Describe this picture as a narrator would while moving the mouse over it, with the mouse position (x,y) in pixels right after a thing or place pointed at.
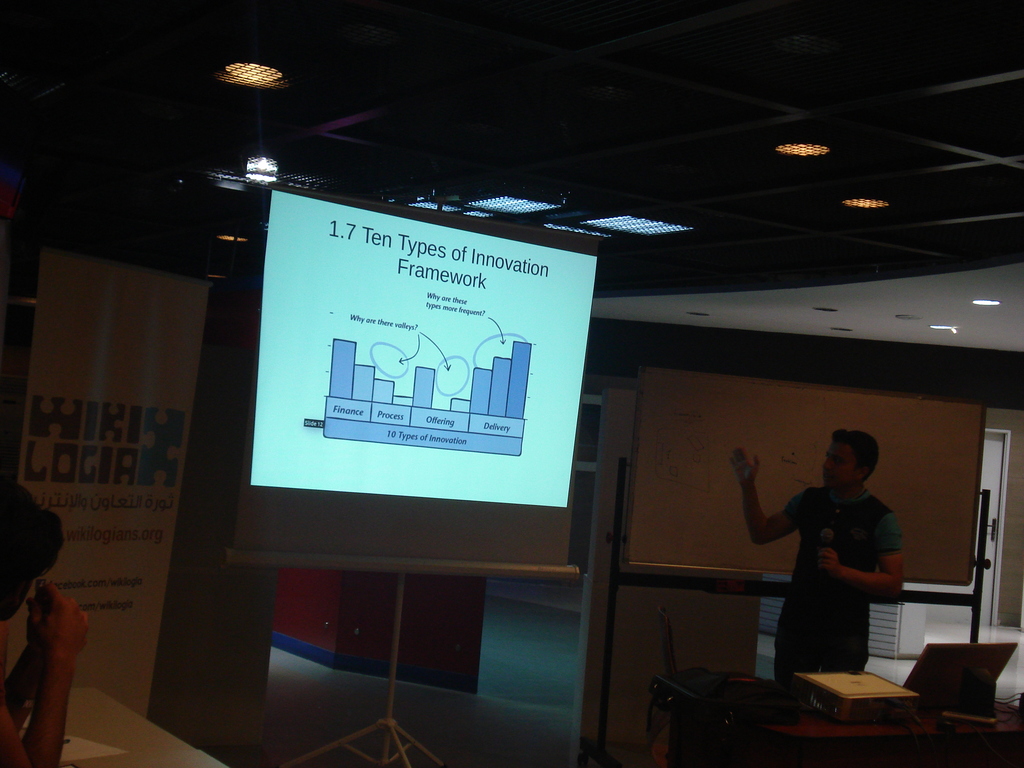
In this image I can see a man (838,614) is standing and holding a mic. Here I can see a projector's screen (443,375). I can also see one more person (60,542) over here.
